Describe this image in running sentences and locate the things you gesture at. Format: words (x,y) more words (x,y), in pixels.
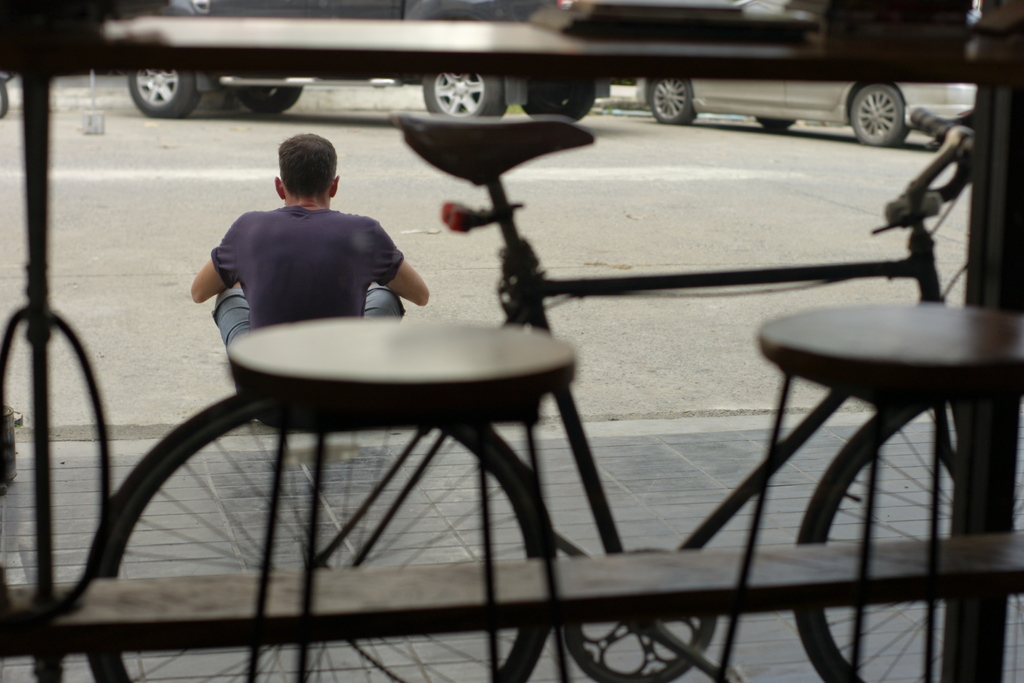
In this image the man (199,289) is sitting on the road (153,331) and there is a car (187,100) in front of him. At the foreground (263,487) there is a cycle (922,207) through which the man (333,233) is visible.
